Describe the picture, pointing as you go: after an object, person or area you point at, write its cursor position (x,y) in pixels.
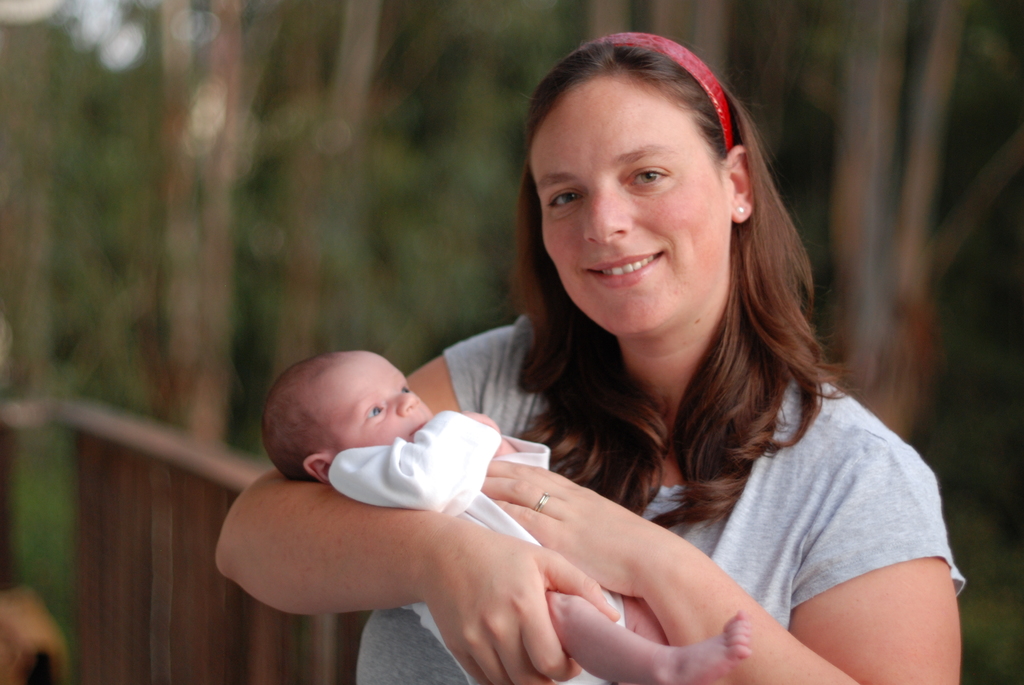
In this picture I can see a woman (558,415) holding a baby (427,501) and I can see few trees (487,119) in the back (233,49) and I can see wooden fence (81,562).
